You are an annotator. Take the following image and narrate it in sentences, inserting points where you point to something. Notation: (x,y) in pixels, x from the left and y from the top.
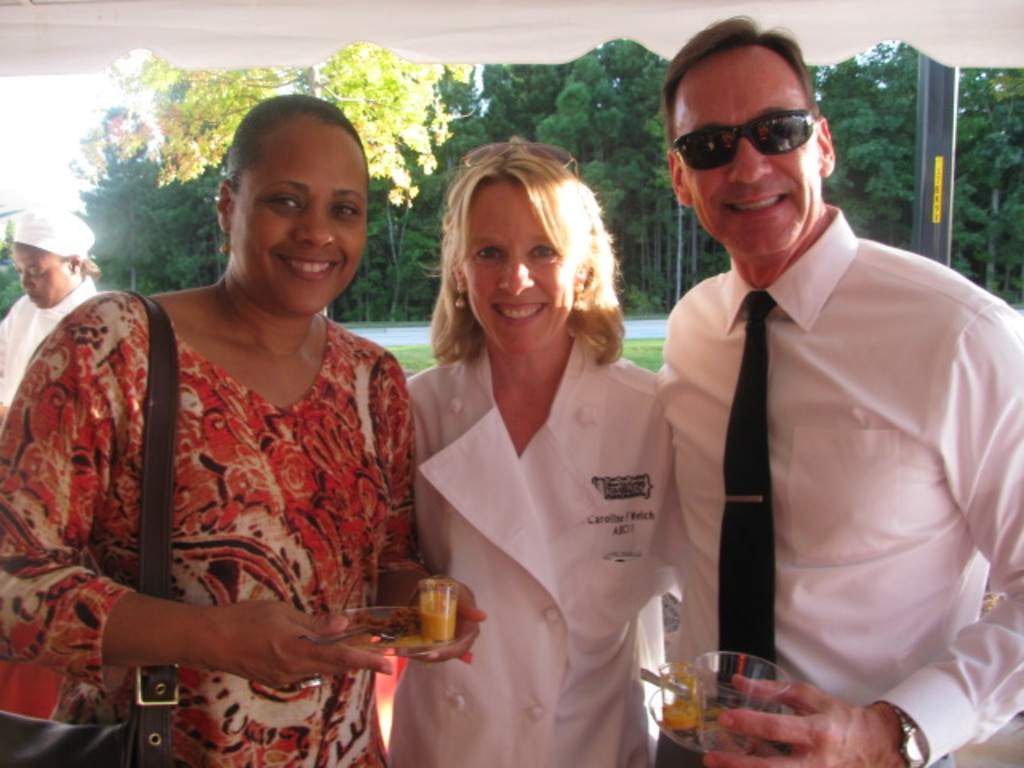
In this image, in the middle (538,379) there is a woman (552,445), she is smiling. On the right (912,459) there is a man (943,465), he wears a shirt (871,490), tie (760,551), he is holding a glass (743,686). On the left (195,526) there is a woman (253,442), she is smiling. In the background (51,262) there is a woman (55,284), tent (352,13), trees (479,114), pole (947,118) and road (422,334).
